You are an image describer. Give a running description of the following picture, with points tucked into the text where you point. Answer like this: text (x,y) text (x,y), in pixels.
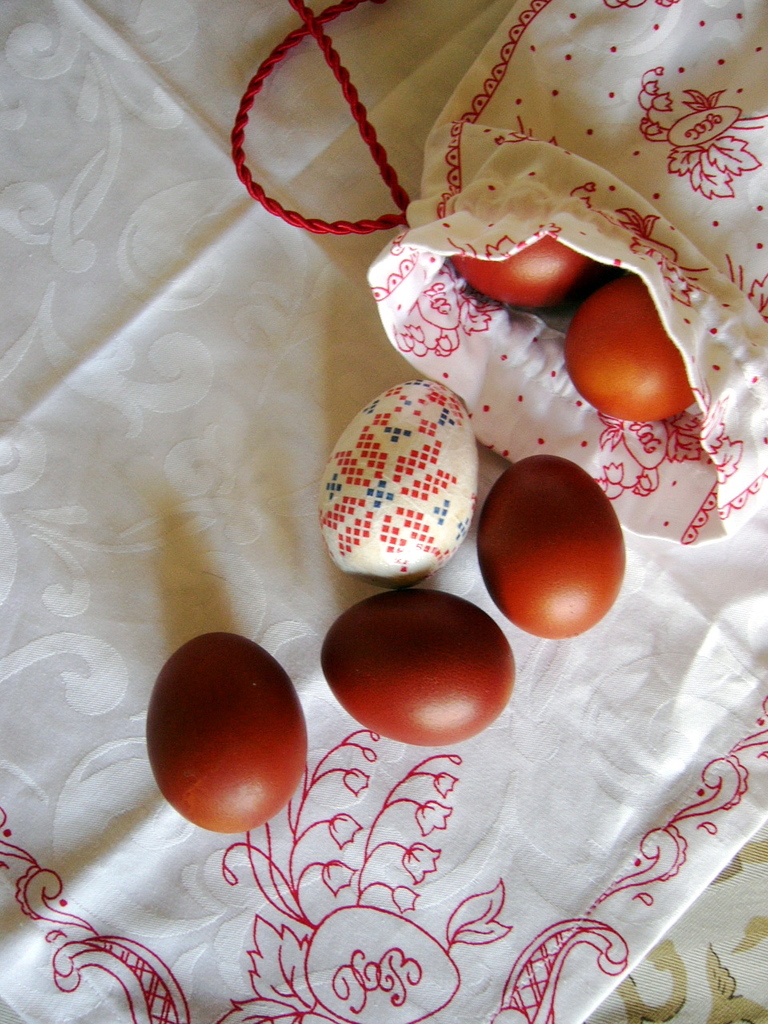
Here in this picture we can see a cloth (156,296), on which we can see some eggs (221,739) present and we can also see a small sack (560,198) that is filled with eggs (589,319) over there and we can see a colorful egg (408,472) also present over there.
